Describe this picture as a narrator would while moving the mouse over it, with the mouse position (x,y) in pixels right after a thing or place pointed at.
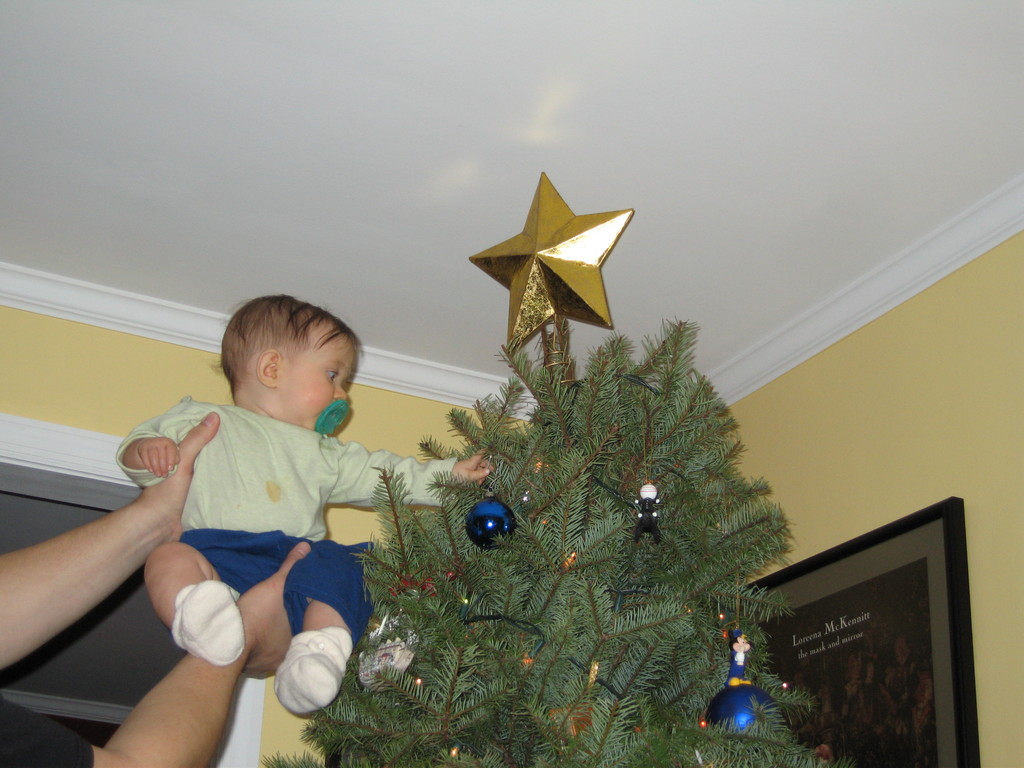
In this picture I can see the person's hand (202,710) who is holding a baby boy (251,519). Beside him I can see the Christmas tree (662,600). In the bottom left corner (129,681) there is a window (139,653). In the bottom right corner (944,653) I can see the frame (910,657) which is placed on the wall (1008,610).
